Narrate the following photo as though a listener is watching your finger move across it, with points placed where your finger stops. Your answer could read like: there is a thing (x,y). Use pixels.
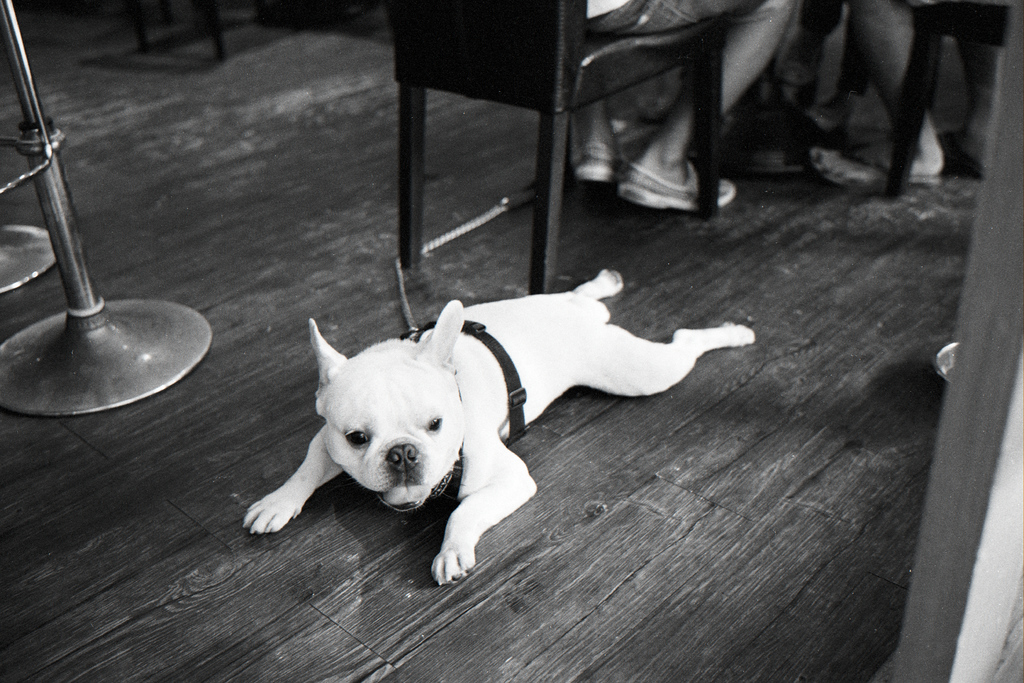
In this image we can see the dog (505,482) lying on the floor (535,470) and at the back (886,39) we can see the person's legs (883,60) sitting on the chair (521,77). And at the left side (82,313), we can see the stand (67,279).
